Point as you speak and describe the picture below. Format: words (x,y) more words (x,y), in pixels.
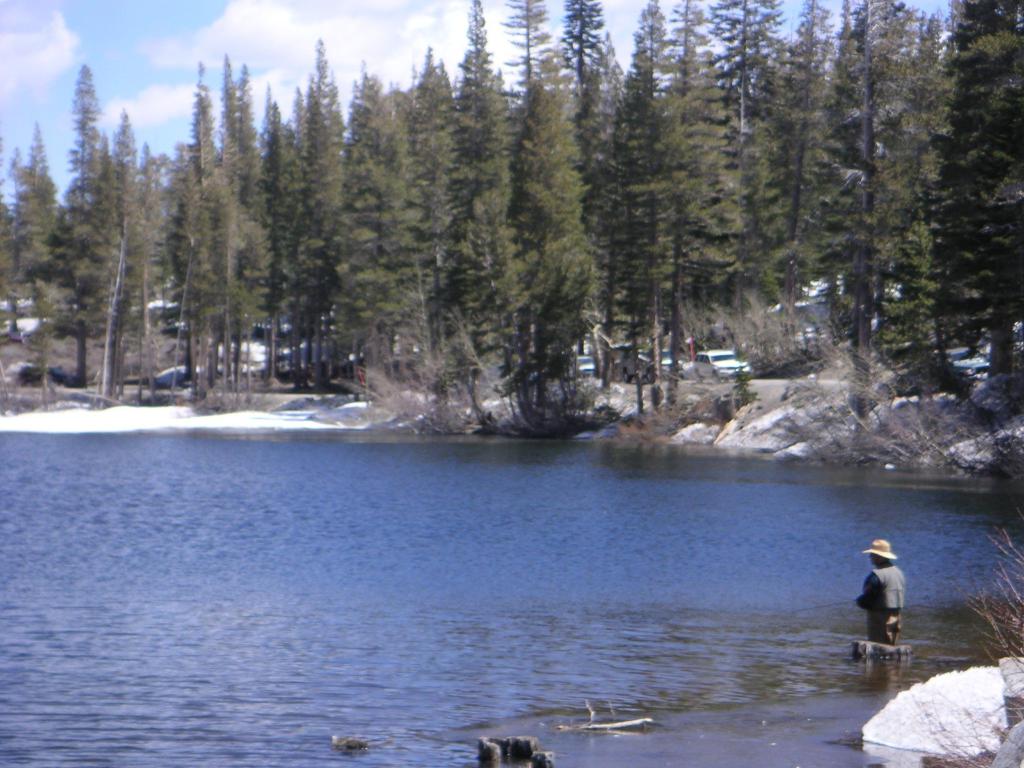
In this picture we can see a person (889,614) standing in the water (837,666). There are a few stones (946,727) and plants (1015,573) in the bottom right (945,726). We can see some objects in the water (60,665). There is snow (127,422) and a few trees (2,266) are visible from left to right. We can see some vehicles (693,368) on the road (817,383). Sky (51,76) is blue in color and cloudy.
